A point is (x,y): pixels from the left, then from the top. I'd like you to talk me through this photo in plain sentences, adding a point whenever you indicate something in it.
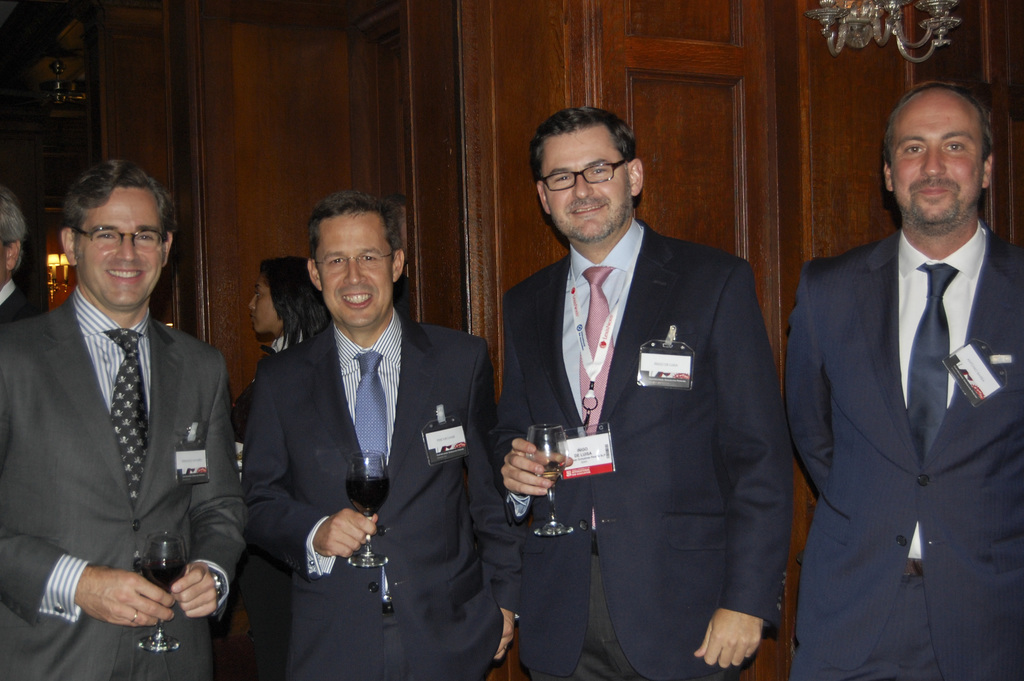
In the middle (597,404) a man (730,447) is standing, he wore a coat (665,468), tie (595,421) shirt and also holding a wine glass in his right hand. Beside of him few other men (108,434) are also standing. Behind them it's a door (672,119).
